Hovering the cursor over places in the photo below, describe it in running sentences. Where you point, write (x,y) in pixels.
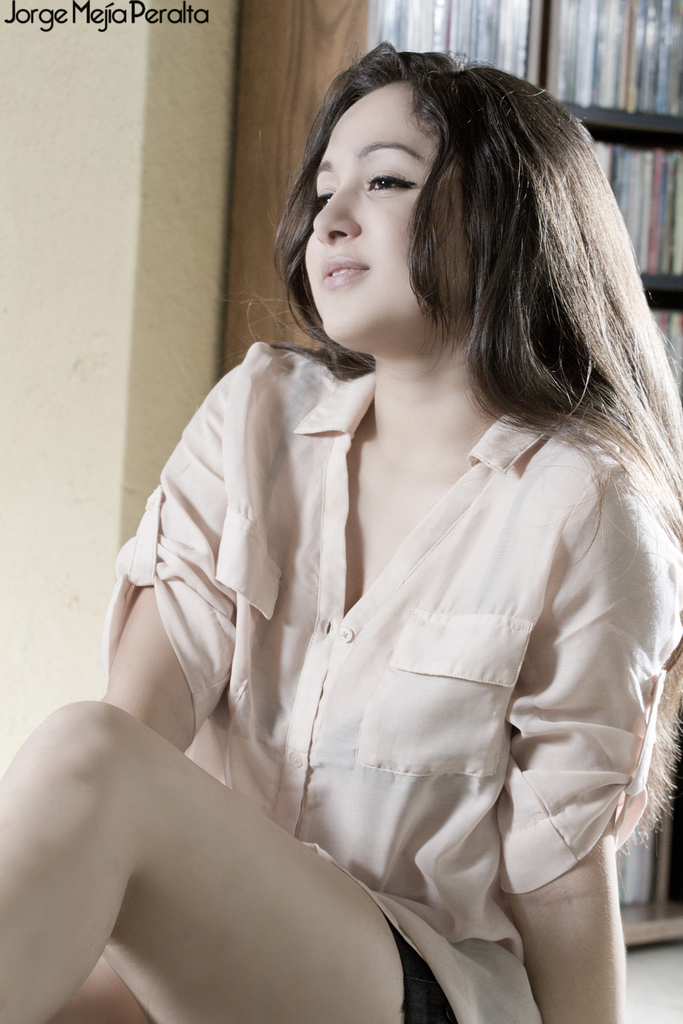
In the picture we can see a young girl (205,813) sitting on the floor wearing a white shirt (599,695) and looking towards the side and in the background (202,378), we can see a wall (42,646) and beside it we can see a rack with full of books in it.
